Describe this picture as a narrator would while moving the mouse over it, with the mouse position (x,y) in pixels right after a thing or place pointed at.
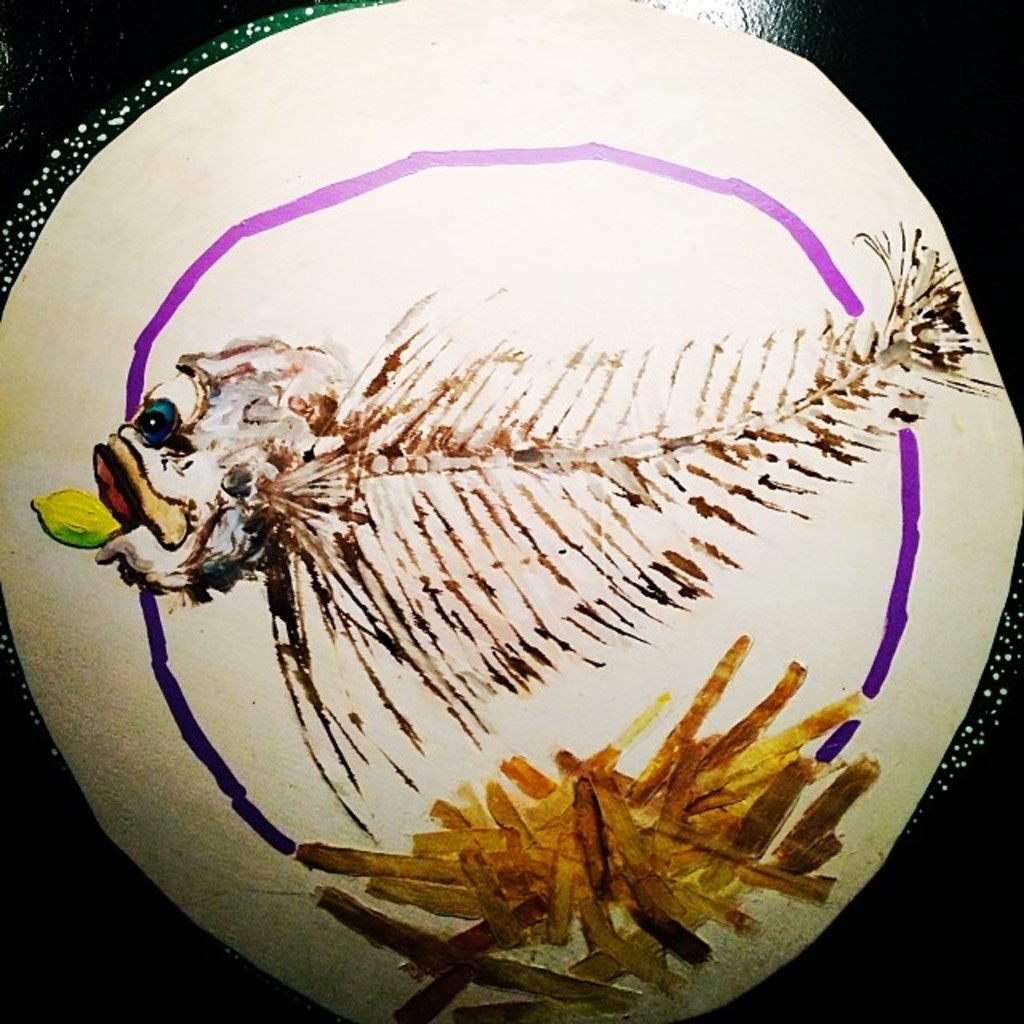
This is an object (498,531).
